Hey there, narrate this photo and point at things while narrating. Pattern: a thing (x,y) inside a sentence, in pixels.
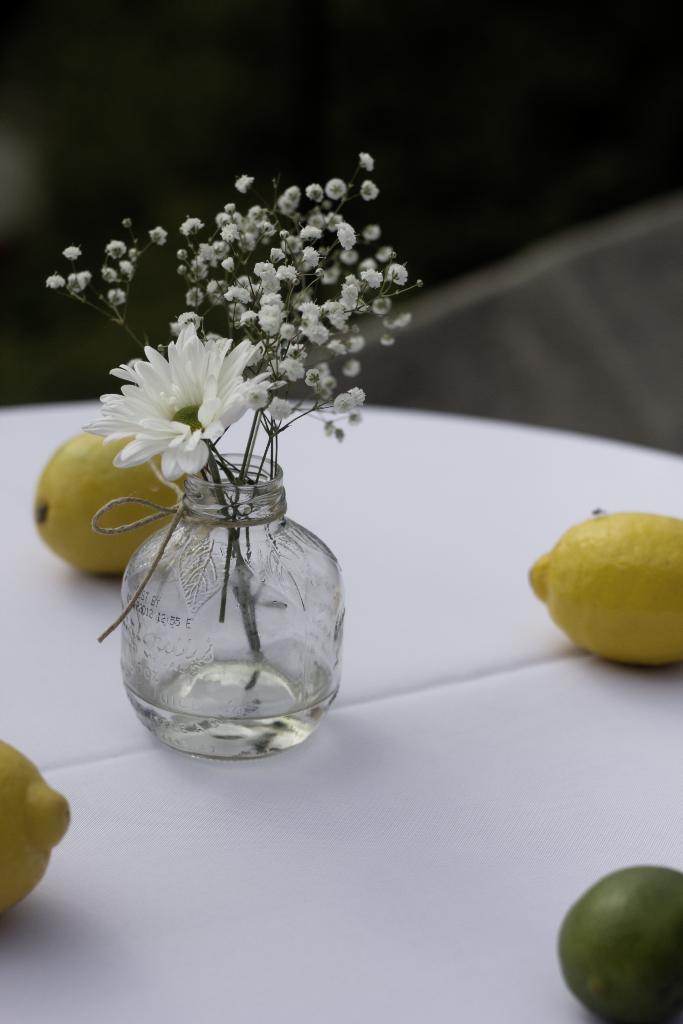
In this image we can see a vase (152,596) on a white surface (142,819). In the vase (170,604) there are few flowers (222,404). There are few fruits (25,778) around the vase (198,567) and there are placed on a white surface (164,760). At the top (395,226) the image is blurred.
